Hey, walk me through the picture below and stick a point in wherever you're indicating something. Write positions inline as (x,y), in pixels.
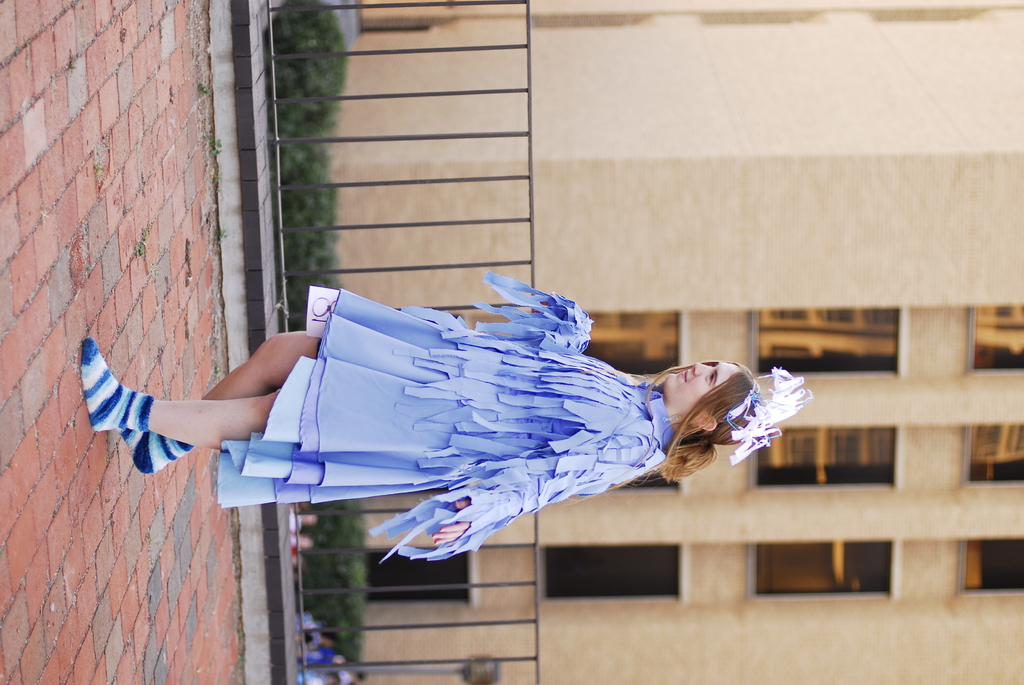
Here we can see a woman (365,487). In the background (310,534) we can see a fence (345,218), plants (304,263), few persons (341,671) and a building (851,220).
